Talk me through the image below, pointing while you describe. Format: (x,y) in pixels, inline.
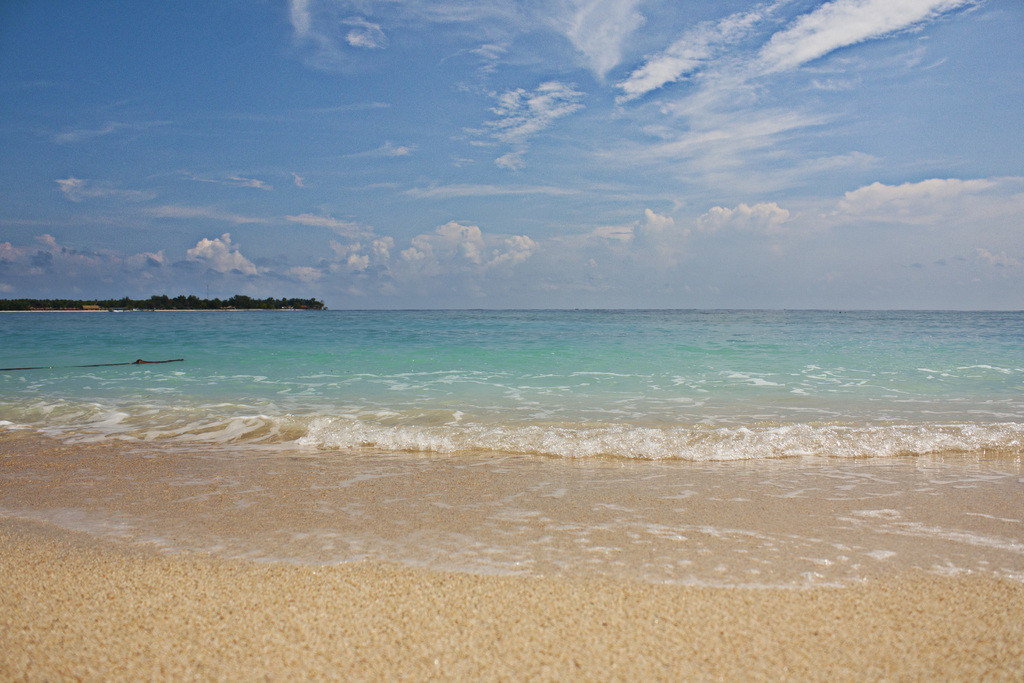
In the given picture there is a water (493,385) and here is the sand (458,610). It is a ocean (719,352). And in the background (294,303), we can observe some trees (182,301) here. There is a sky (455,192) and clouds (481,242).
